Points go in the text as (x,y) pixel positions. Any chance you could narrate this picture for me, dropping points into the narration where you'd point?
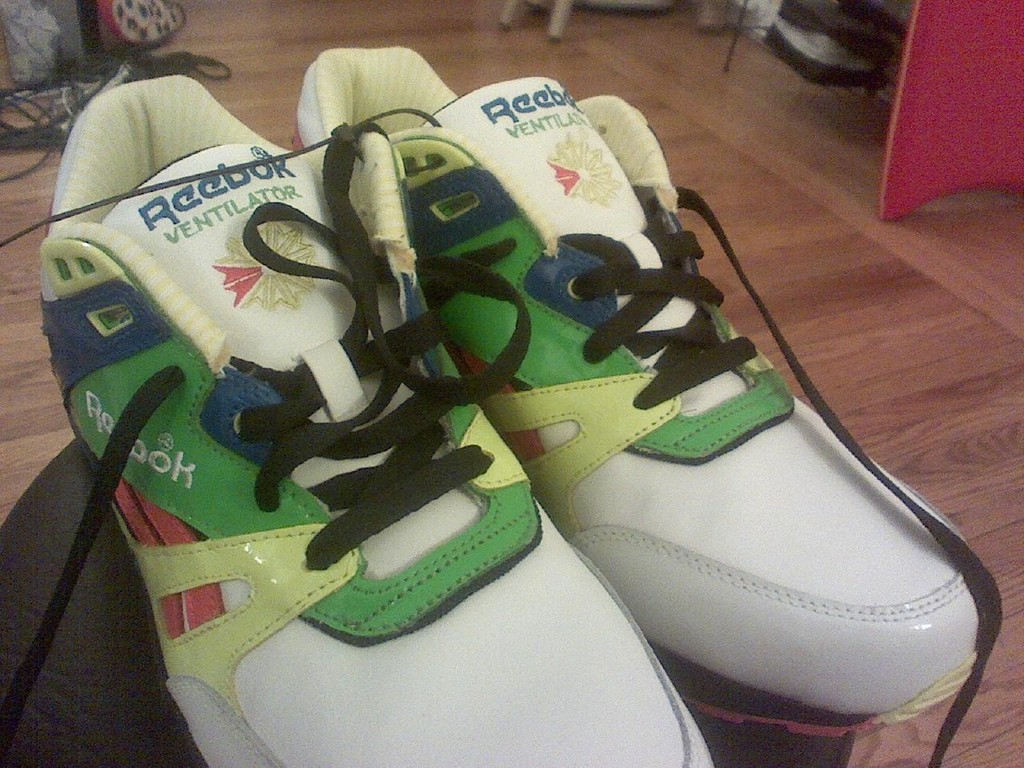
In this picture I can see 2 shoes (285,301) in front (304,319) and I see few words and design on them. In the background (68,10) I can see the brown color surface (34,383) and I see few things (117,5). On the right top of this picture (910,120) I can see a red color thing (908,144).
